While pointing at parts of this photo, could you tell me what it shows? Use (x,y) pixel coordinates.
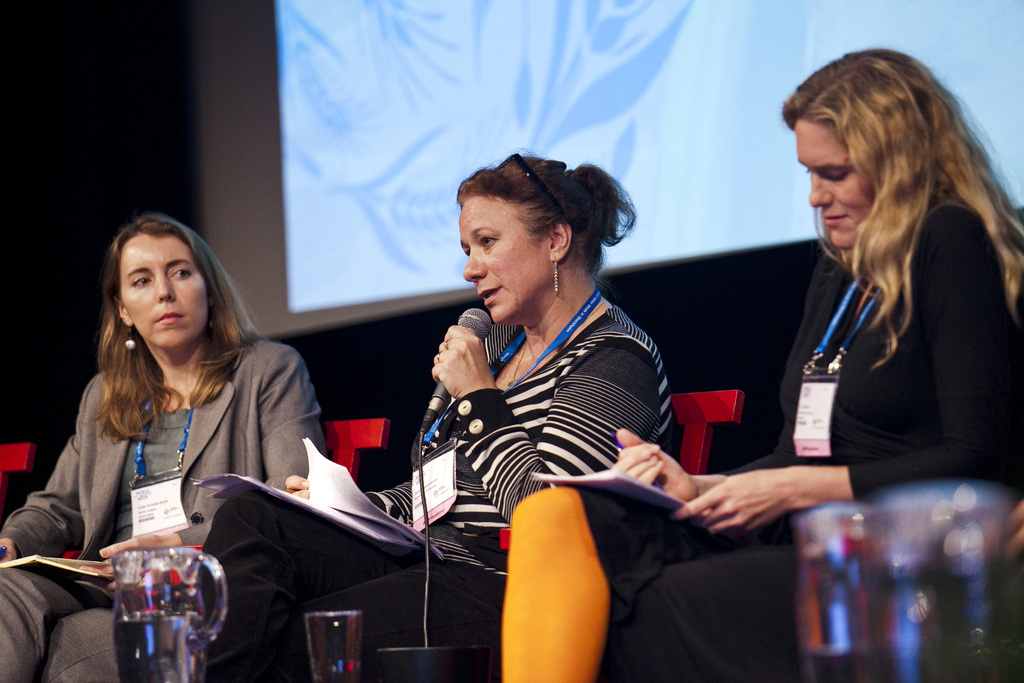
In this image I can see there are three women (770,467) sitting on the chair (694,465) and in the middle woman (577,255) she holding a mike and paper (359,487), in front of them I can see a jar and glass (327,616), at the top (847,34) I can see screen (822,36) and three women (248,398) wearing a blue color id-card (870,306).
